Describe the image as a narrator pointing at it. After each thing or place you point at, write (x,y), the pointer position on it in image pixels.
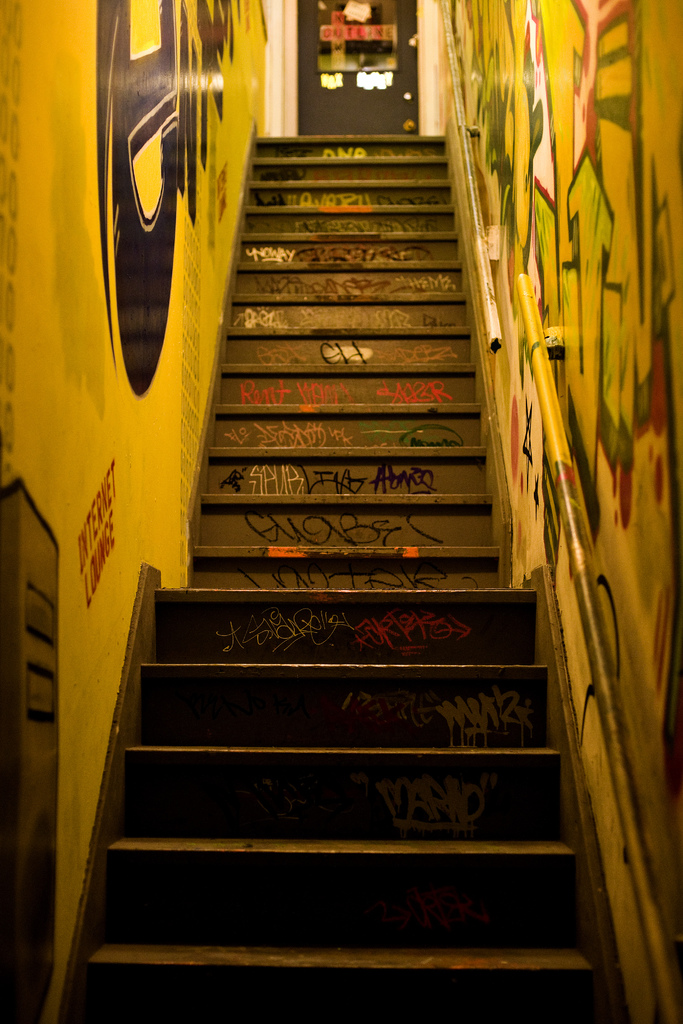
In this image we can see some paintings (247,520) on the steps (291,568). On the left (132,492) and right side of the image (606,311) there is a painted wall (513,157) and other objects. In the background of the image (361,118) there is a wall (276,18) with a painting (465,44) and an object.
